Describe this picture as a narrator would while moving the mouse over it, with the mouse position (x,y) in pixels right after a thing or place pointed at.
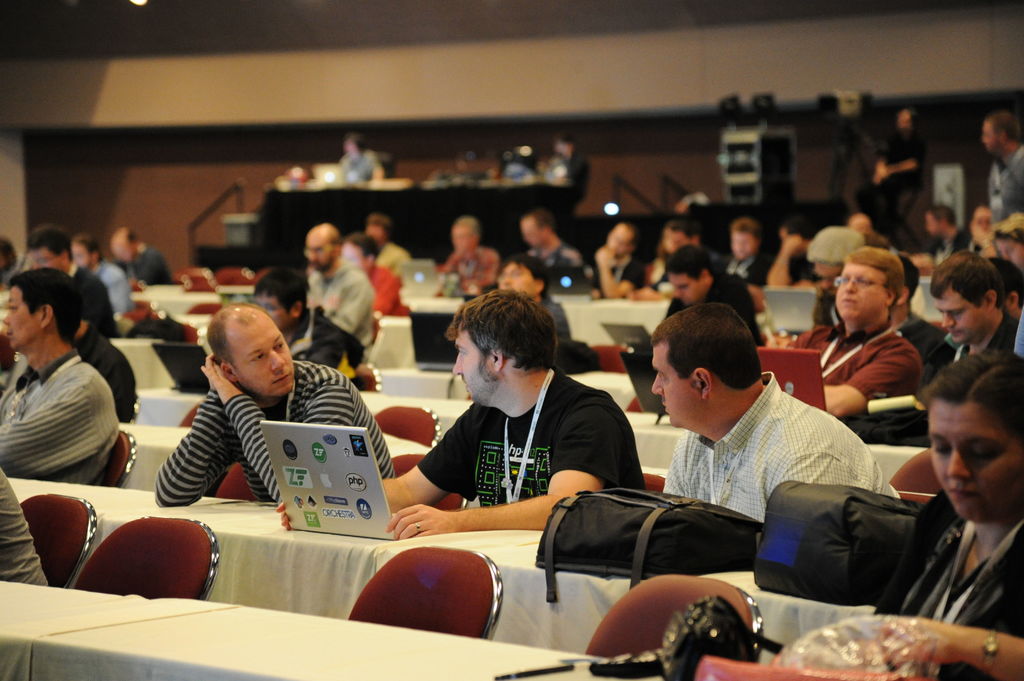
In this image i can see group of people (542,461) sitting and doing work in a laptop (322,468) at the back ground (404,106) i can see a wall (399,125) and a stage (417,199).
